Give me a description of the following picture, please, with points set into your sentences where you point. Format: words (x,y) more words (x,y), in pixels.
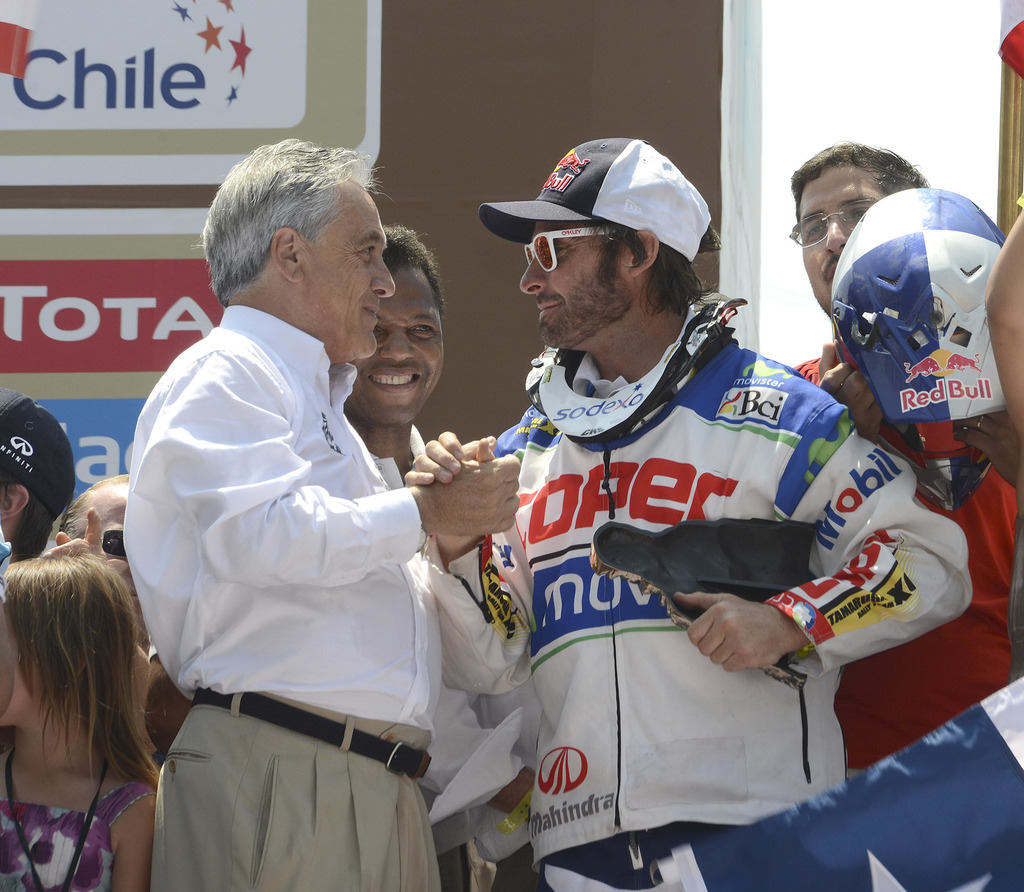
In this picture I can see two persons (700,492) standing and smiling, there is a person (1014,467) holding a helmet (870,306), there is another person (410,395) smiling, there are group of people (39,418), and in the background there is a board (214,111) and a flag (977,776).
